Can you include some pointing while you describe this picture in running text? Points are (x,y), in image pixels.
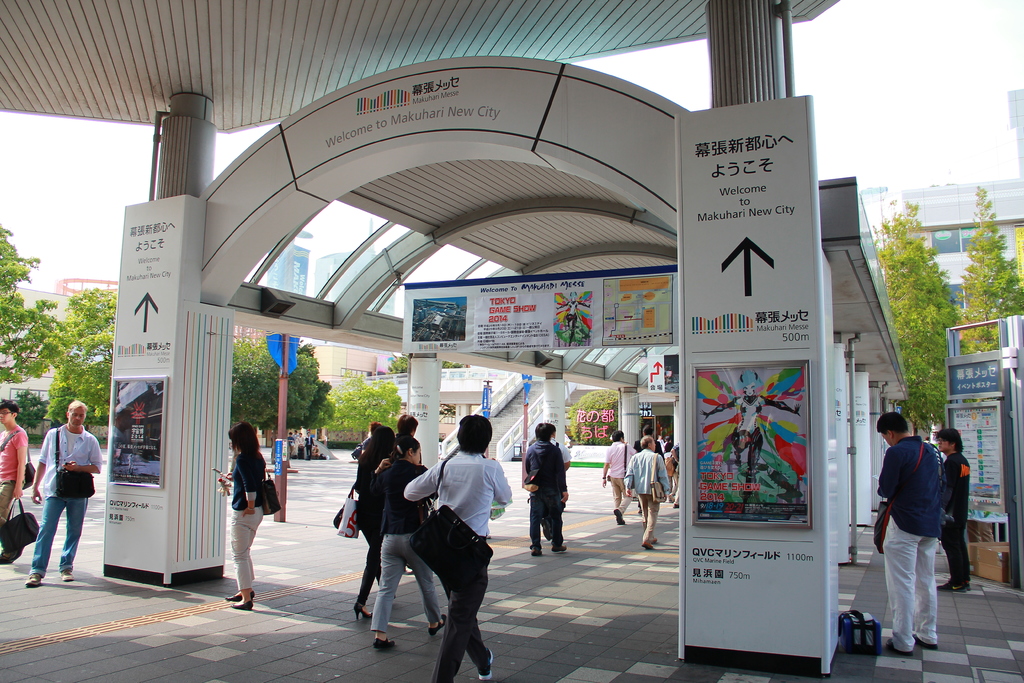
In this picture we can see there are some people (8,403) standing and some people (392,505) walking on the path (324,569). On the left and right side of the people (643,456) there are boards (699,393) and banners (529,303). On the left side of the people (365,464) there is a pole (279,415), trees (300,359), buildings (333,270) and the sky (107,227).
